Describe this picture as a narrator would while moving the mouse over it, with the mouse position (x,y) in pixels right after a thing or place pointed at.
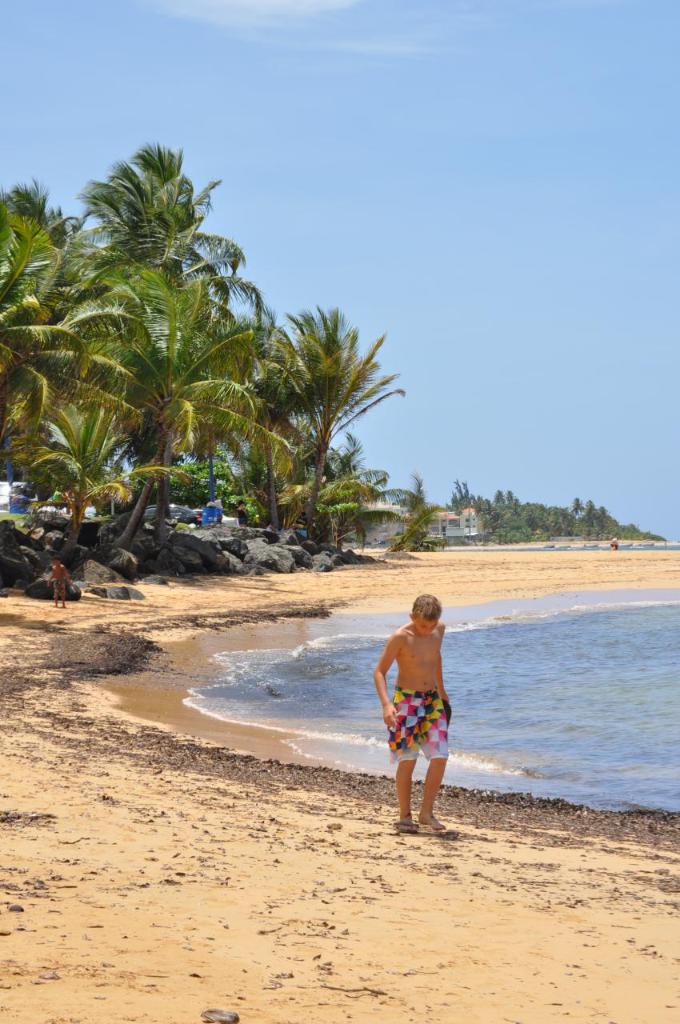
In the center of the image (392,655) we can see a person (399,789). On the right (585,711) there is a sea (566,634). In the background (377,525) there are trees (371,490), buildings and sky (450,458). At the bottom (90,950) we can see the sea shore (184,941).
